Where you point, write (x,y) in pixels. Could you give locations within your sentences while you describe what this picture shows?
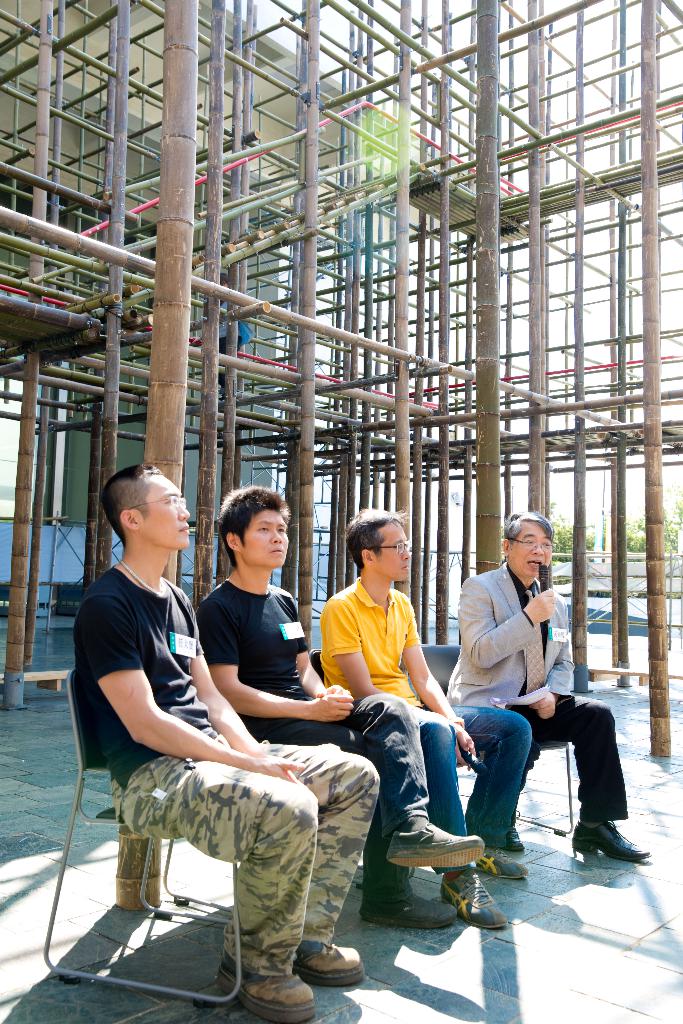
In this image, I can see four persons (370,726) sitting on the chairs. In the background (173,344), I can see bamboo sticks (327,219), a building (225,79), trees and there is the sky (603,117).
